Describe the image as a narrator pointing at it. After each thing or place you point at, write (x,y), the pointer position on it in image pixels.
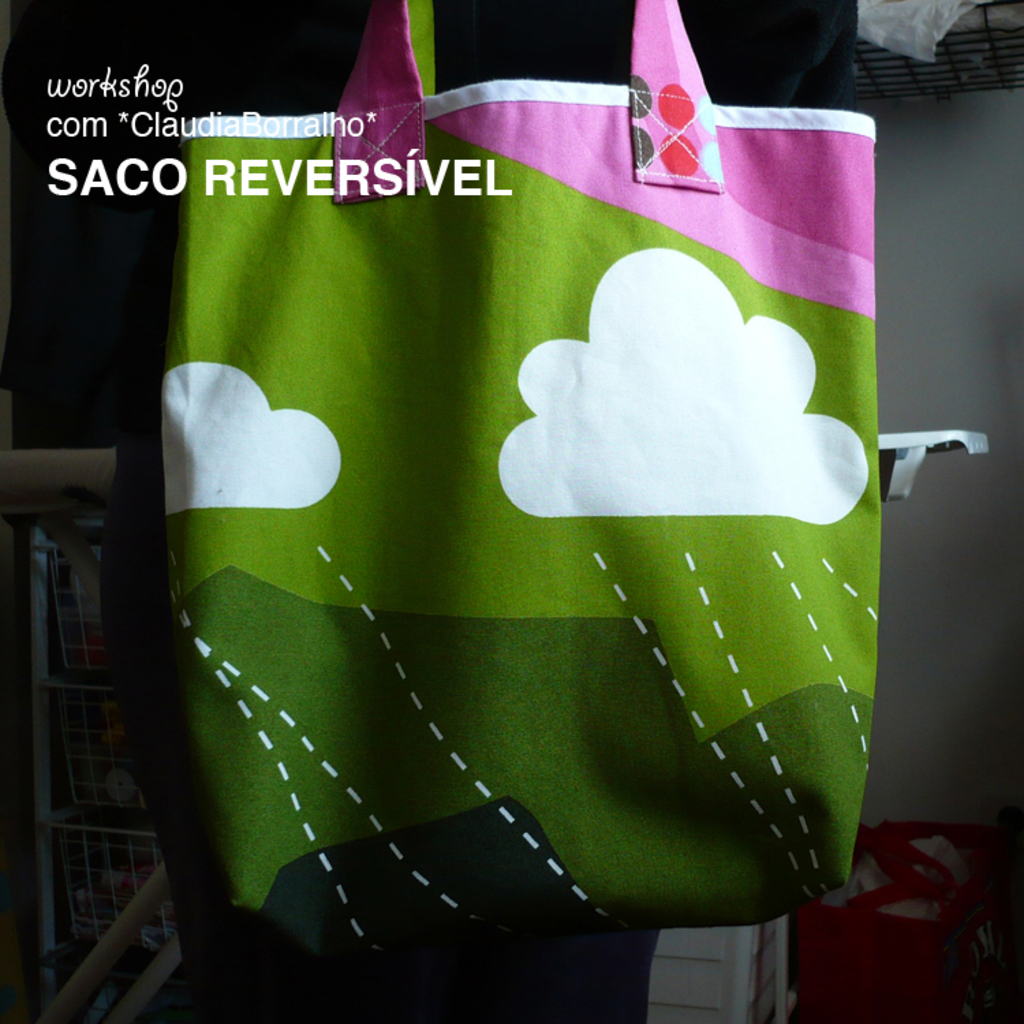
A bag (216,355) on which there are clouds (608,331) designed on it and this bag (362,413) is of three colors green, white and pink.
